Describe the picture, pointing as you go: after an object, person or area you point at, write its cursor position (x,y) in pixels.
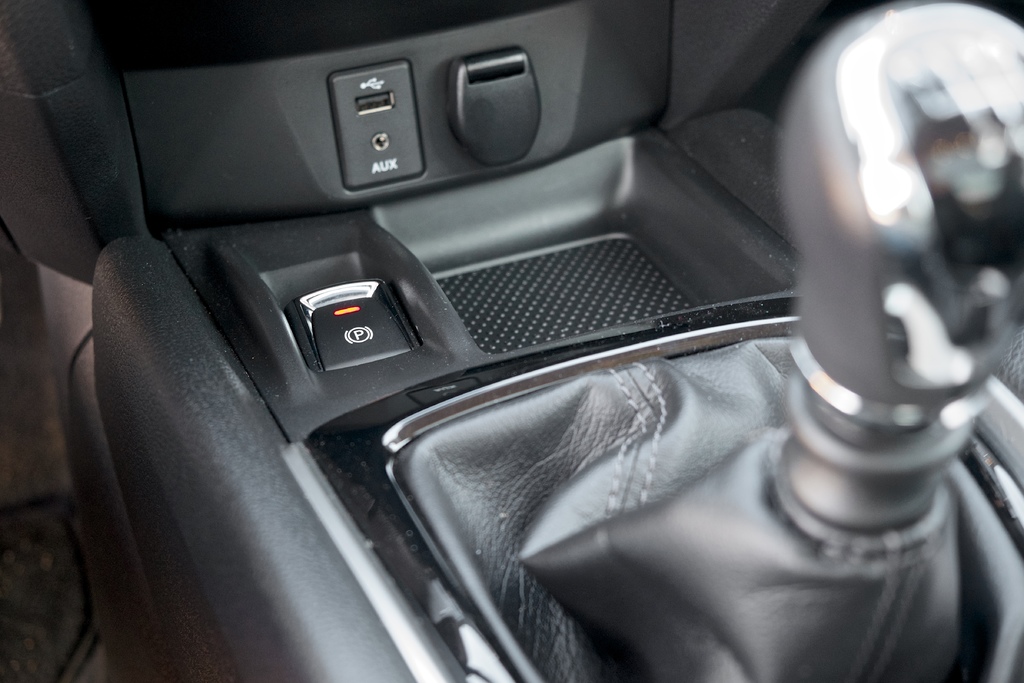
In this image we can see an inside view of a car (280,313). To the right side (915,94), we can see a gear rod (832,154).
